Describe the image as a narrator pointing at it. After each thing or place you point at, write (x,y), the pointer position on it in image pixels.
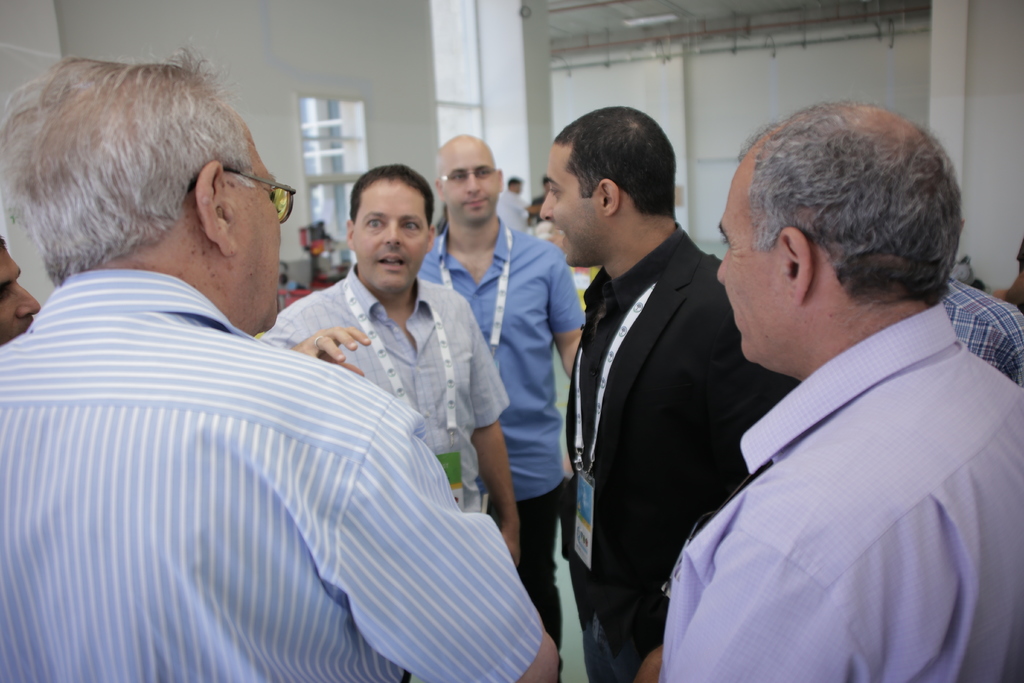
In this image we can see group of persons (869,496) standing. One person (286,371) wearing spectacles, one person (511,361) wearing blue shirt (531,438) and a id card (504,296). In the background (316,109), we can see a window (478,95).
